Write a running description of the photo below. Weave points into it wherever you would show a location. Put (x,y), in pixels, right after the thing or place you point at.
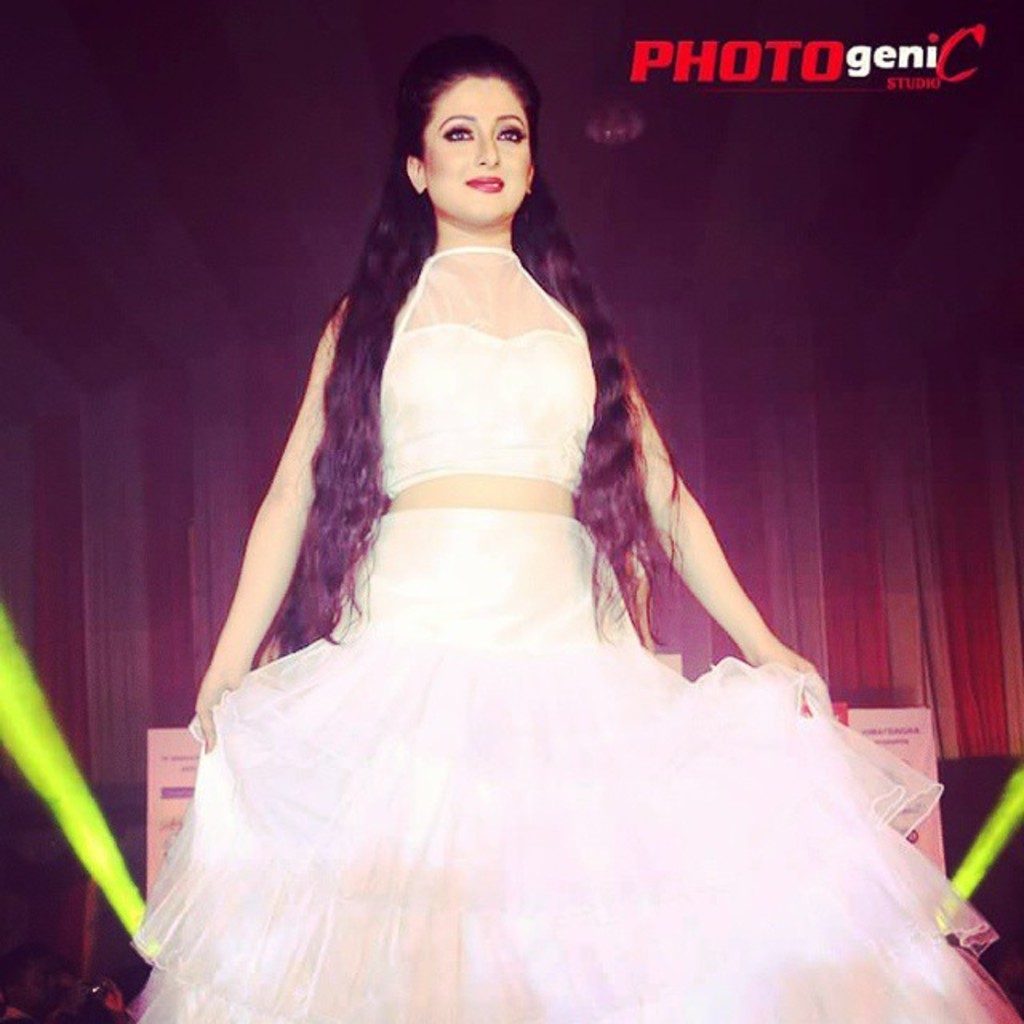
In this image I can see a woman (410,352) is standing, I can see she is wearing white colour dress (433,659). Here I can see watermark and I can also see green colour things (979,863) in background (133,910).
